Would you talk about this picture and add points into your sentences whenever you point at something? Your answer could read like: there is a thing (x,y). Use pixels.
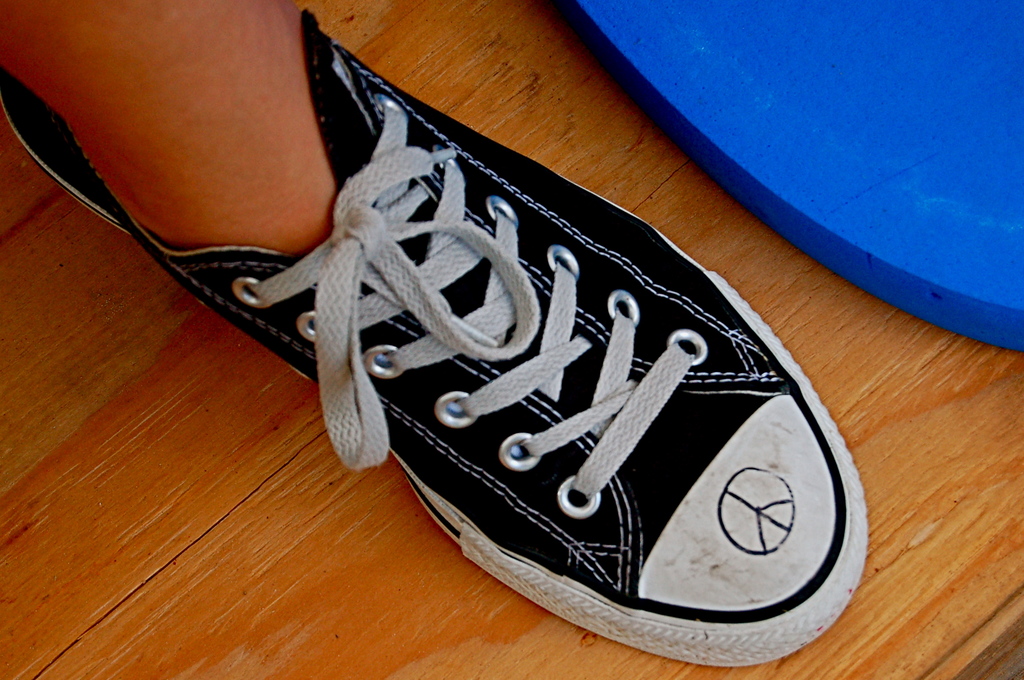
There is a person (239,64) wearing a shoe (544,294) and keeping this shoe (800,373) on a wooden surface (69,228). Beside this shoe (572,282), there is a blue color object (828,152).
